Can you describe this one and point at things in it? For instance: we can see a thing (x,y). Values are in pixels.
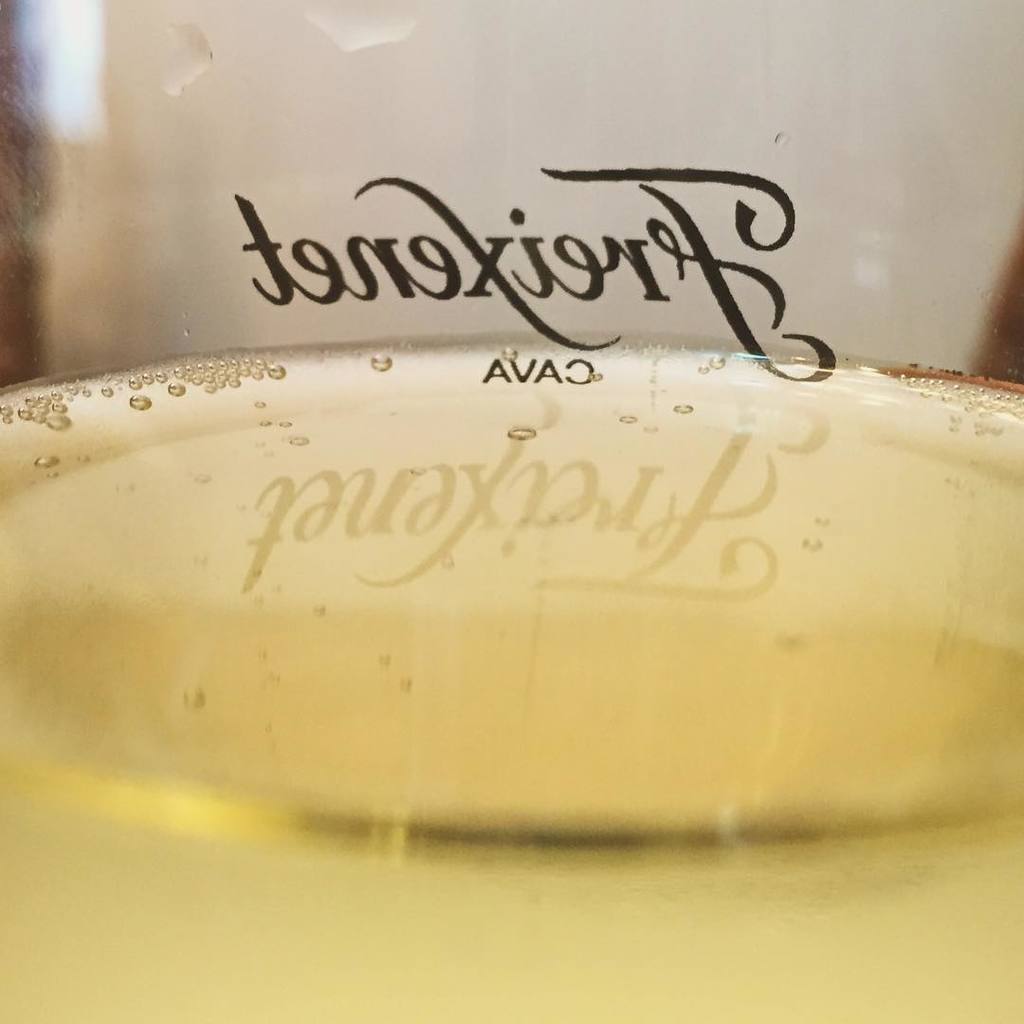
In the center of the image (529,604) we can see wine (726,904) in the glass (642,752). And we can see some text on the glass (219,271). In the background (1,196) we can see a few other objects (20,77).
